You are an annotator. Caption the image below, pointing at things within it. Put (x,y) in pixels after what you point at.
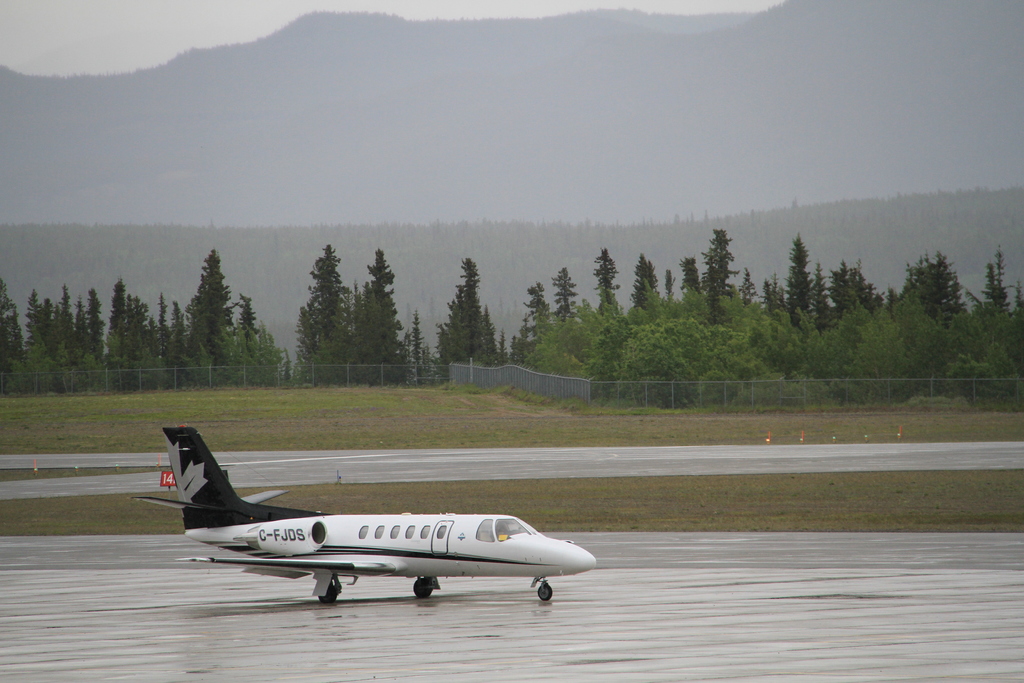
There is an aeroplane (218,563) on the road (669,610). This is grass (914,496). Here we can see a fence (574,382), trees (661,366), mountain (428,285), and sky (176,24).
